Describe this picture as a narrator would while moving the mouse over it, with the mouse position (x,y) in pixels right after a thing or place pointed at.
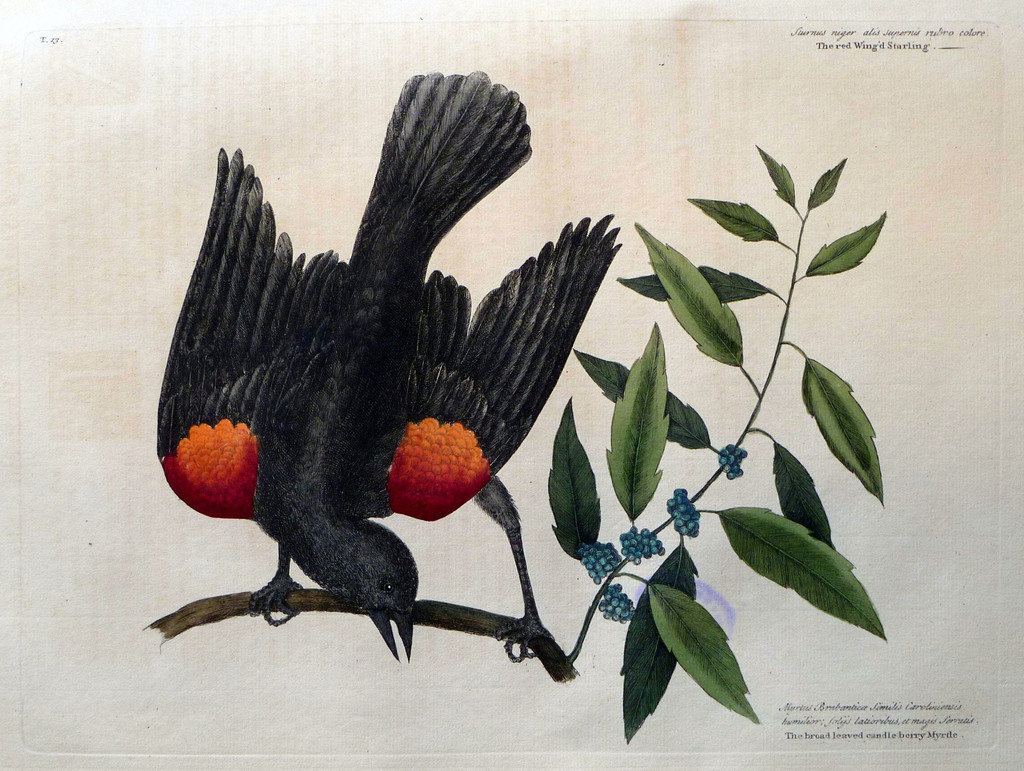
This is the painting. In this image there is a painting of a bird (493,132) standing on the tree (692,605) and there are blue color fruits (590,564) on the tree (674,586). At the right top (863,34) and at the right bottom (842,703) there is a text (892,31).
